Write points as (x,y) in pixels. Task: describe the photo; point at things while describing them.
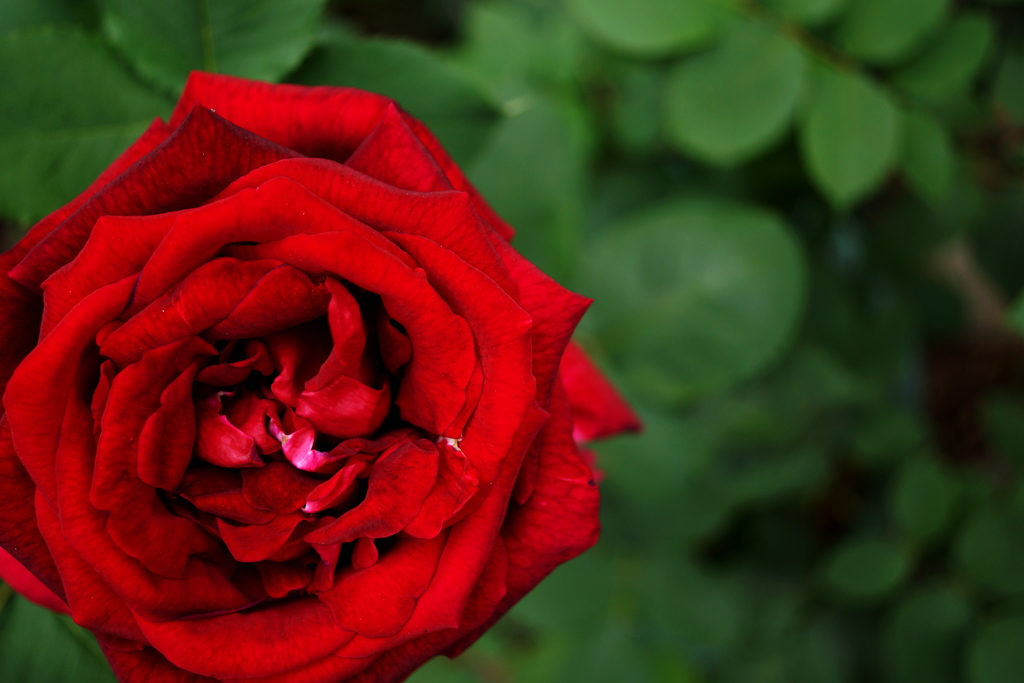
In this image I can see a red colour rose (180,232) in the front (90,193). In the background (455,128) I can see number of green colour leaves (661,274). I can also see this image is little bit blurry in the background (636,106).
